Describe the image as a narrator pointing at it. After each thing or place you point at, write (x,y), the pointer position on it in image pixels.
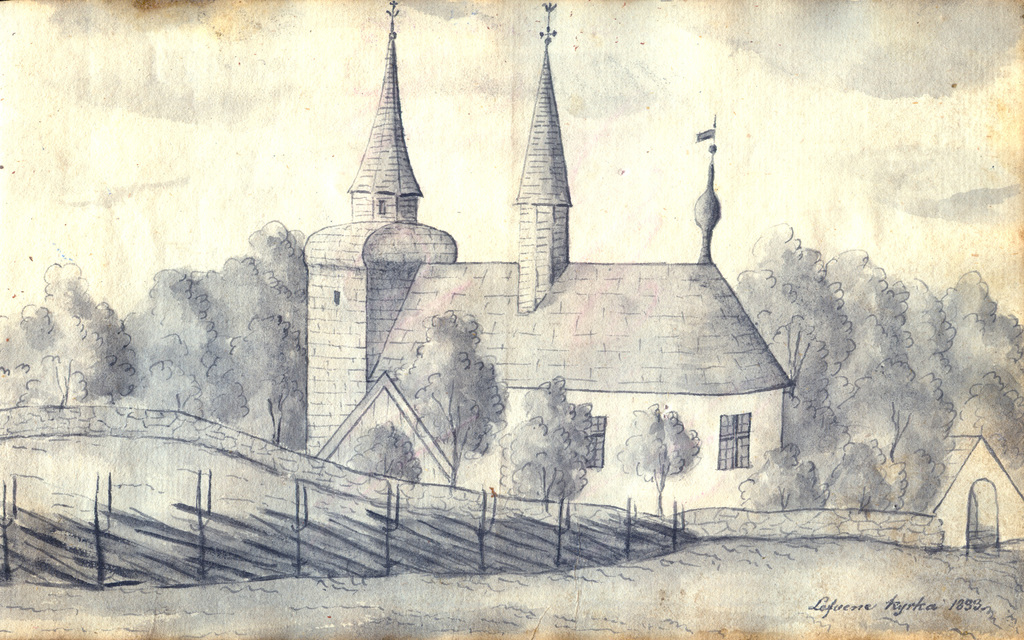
In this image we can see a drawing (557,345) of a building (615,421) with windows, some trees (569,484) around it, plants (408,470) and the sky (226,156) which looks cloudy.
